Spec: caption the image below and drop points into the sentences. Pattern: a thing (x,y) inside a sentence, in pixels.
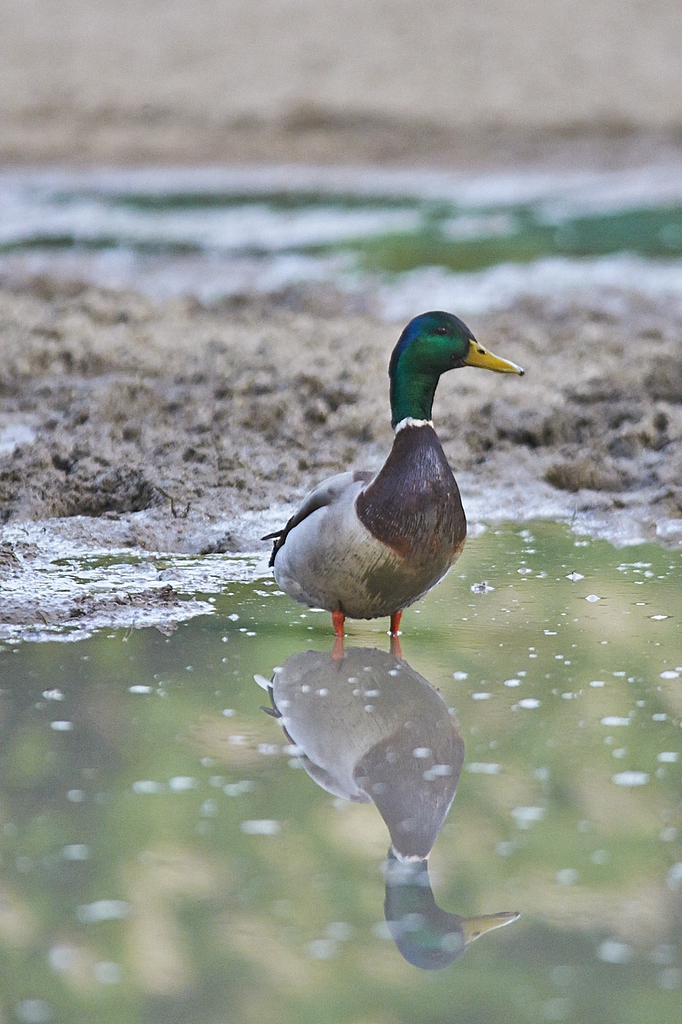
In this picture I can see in the middle (428,446) a duck (422,388) is standing, its head (424,372) is in green color and body (371,473) is in grey color. At the bottom (391,711) it is the water (450,822) in this image.
